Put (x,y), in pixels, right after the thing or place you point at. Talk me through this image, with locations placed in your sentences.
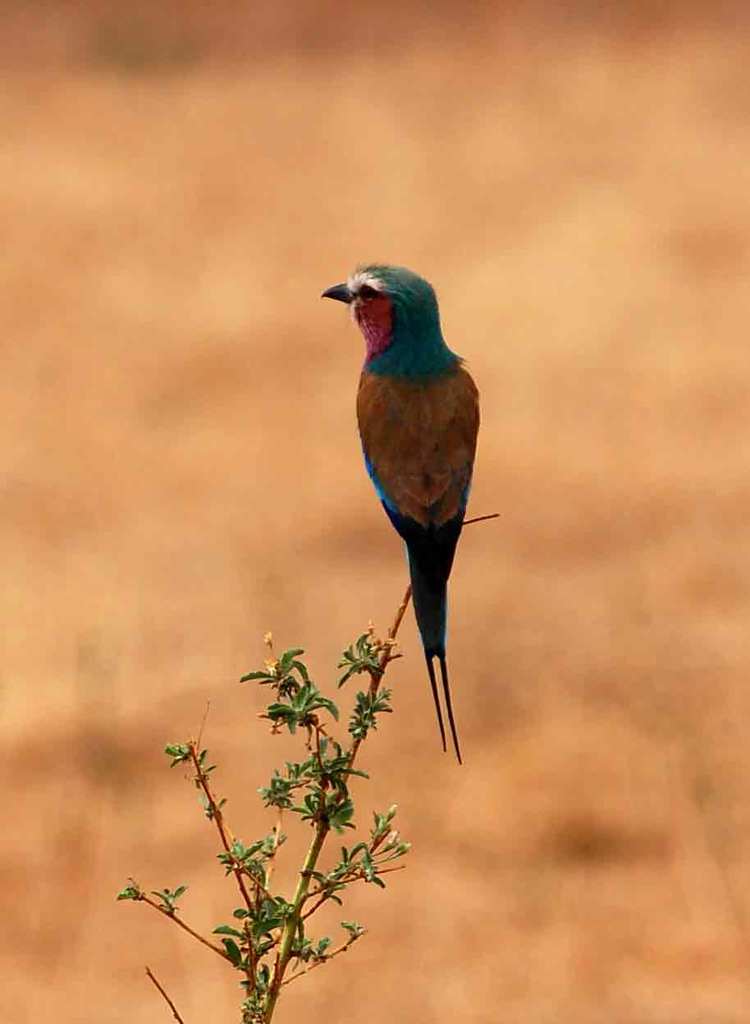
This is the picture of a bird (400,414), the background (91,174) is blurred because the bird (398,405) is focused in this picture and the bird (379,473) is stand on the plant (306,805) and these are the leaves (334,872).
